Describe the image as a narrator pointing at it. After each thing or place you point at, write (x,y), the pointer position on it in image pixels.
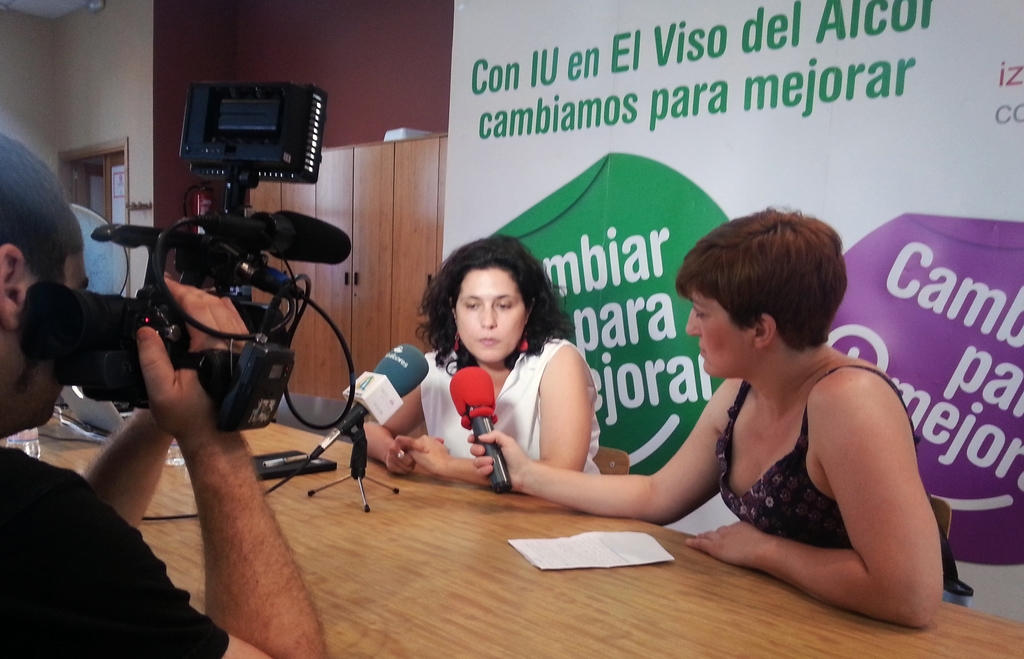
In this picture I can see two persons (582,474) sitting on the chairs (608,462), there is a person (673,500) holding a mike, there is another person (77,605) holding a camera (330,324), there is a mike (373,405) with a mike stand (356,450), paper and some other objects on the table (541,514), there is a cupboard (332,344) and a door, and in the background (597,124) there is a board (459,22) and a wall (249,77).
